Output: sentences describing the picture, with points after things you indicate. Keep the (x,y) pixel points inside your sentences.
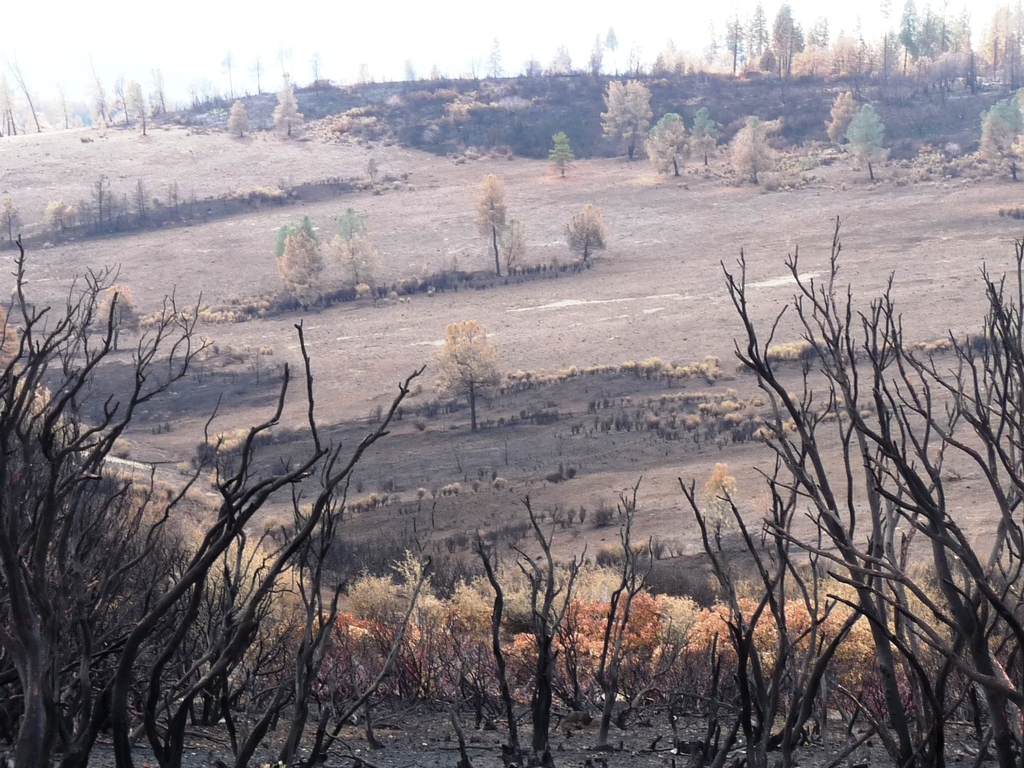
In this image I can see few brown and green color trees (601,643) and few dry trees (499,652). The sky (721,39) is in white color.
